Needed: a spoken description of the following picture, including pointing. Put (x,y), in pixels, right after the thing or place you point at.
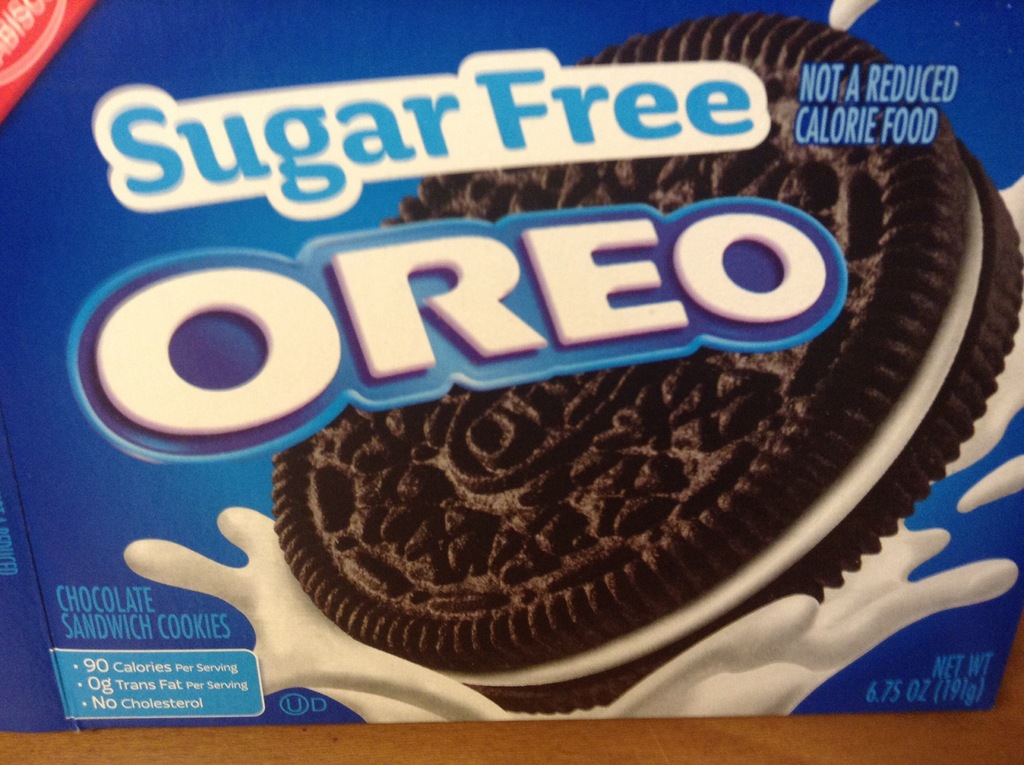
In this picture we can see one Oreo biscuit pack cover (312,501).
